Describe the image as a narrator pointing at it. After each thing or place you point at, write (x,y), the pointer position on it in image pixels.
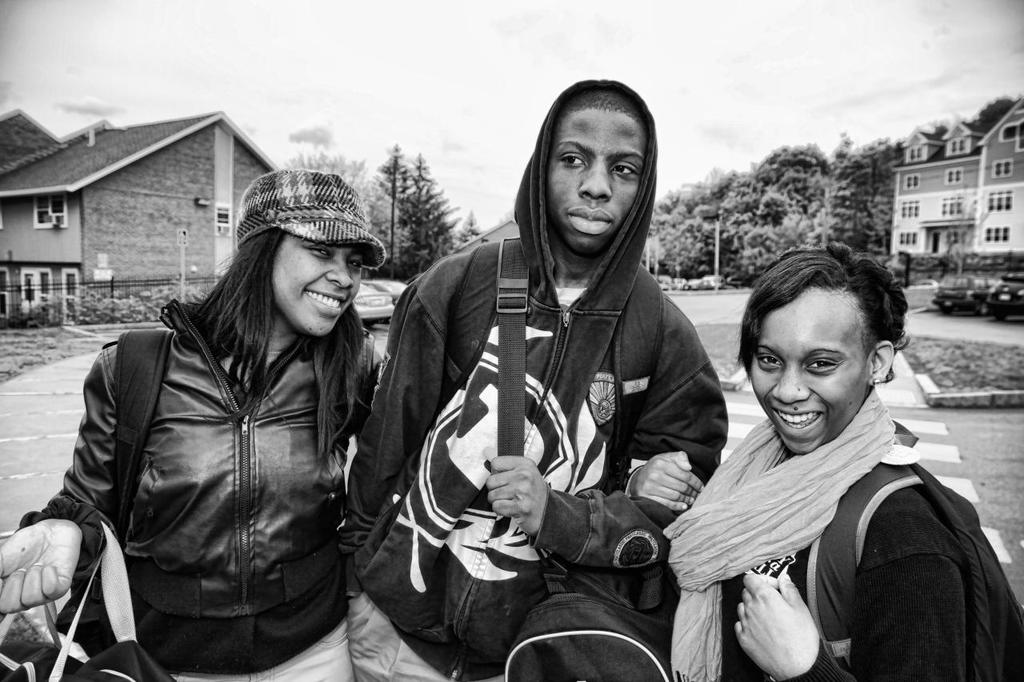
This is a black and white image. In this image we can see people (644,501) wearing bags (618,432) and among them two people (296,358) are smiling. In the background (821,209) we can see trees (813,206), plants (123,293), houses (951,223), cars (993,310) and fence (91,300).
